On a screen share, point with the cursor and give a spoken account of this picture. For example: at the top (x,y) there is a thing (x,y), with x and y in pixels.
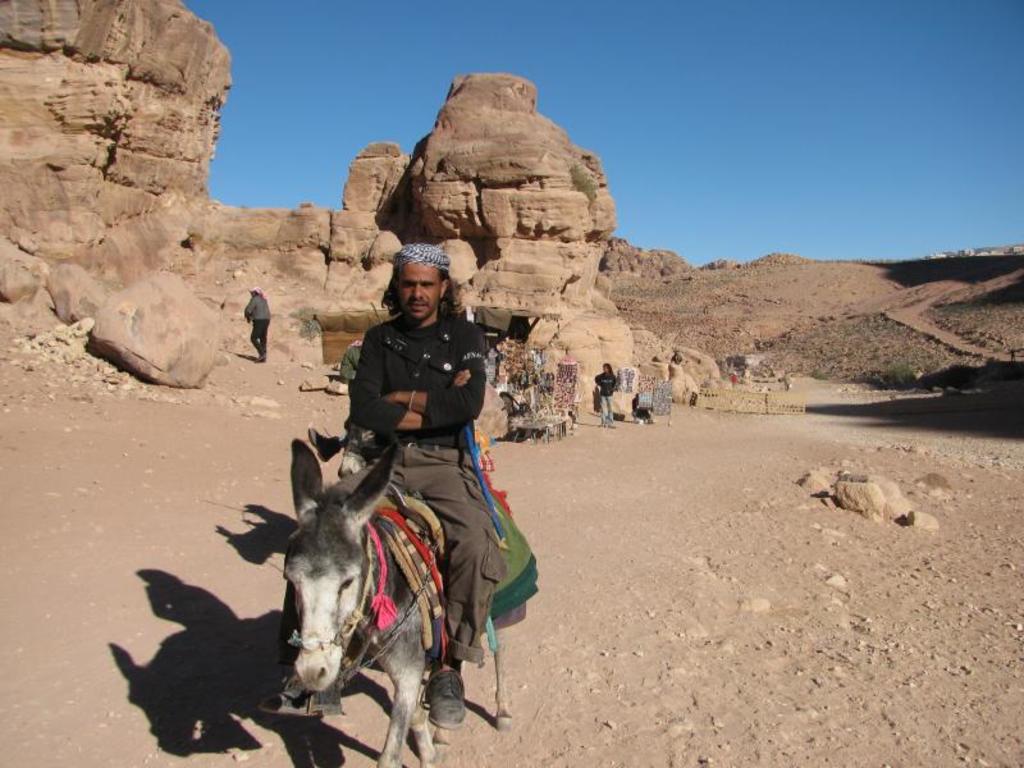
In the image there is a person (471,350) sitting on donkey (368,614) and behind there are few persons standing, this is desert (1021,694) with rocky cliffs (110,179) in the background (92,240) and above its sky (313,113).
